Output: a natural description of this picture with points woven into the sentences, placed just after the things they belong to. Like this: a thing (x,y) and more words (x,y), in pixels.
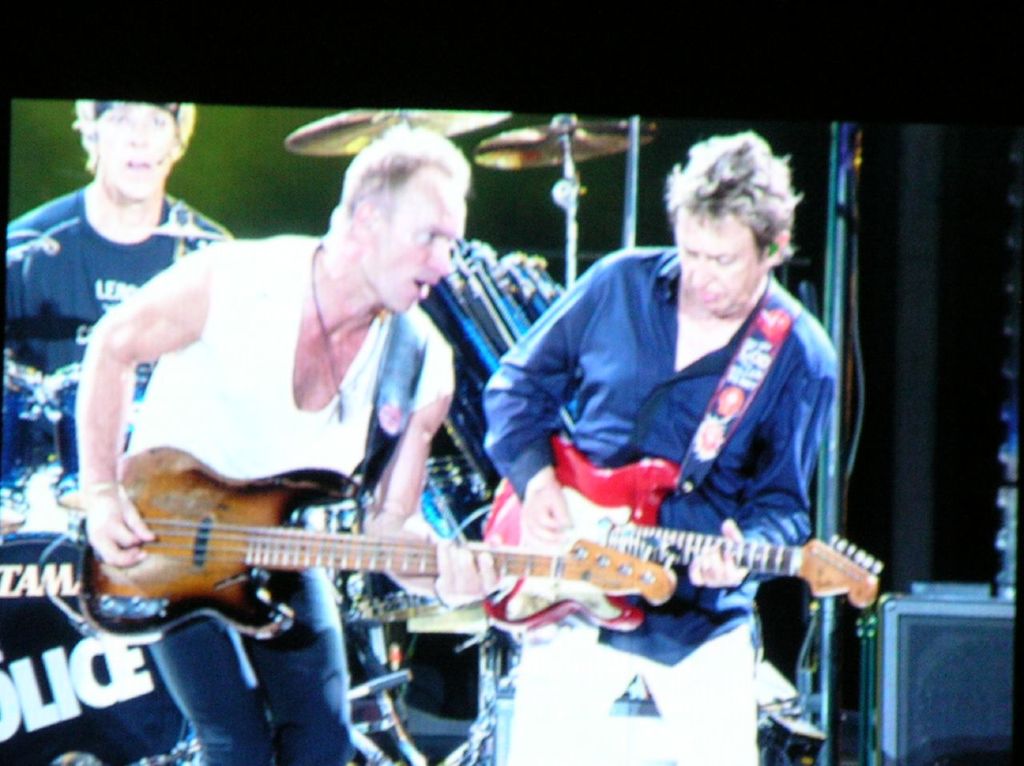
In the middle of the image (550,382) two people (712,239) are playing guitar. Left side of the image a man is standing behind them. At the top of the image (336,138) there is a drum (345,128).
